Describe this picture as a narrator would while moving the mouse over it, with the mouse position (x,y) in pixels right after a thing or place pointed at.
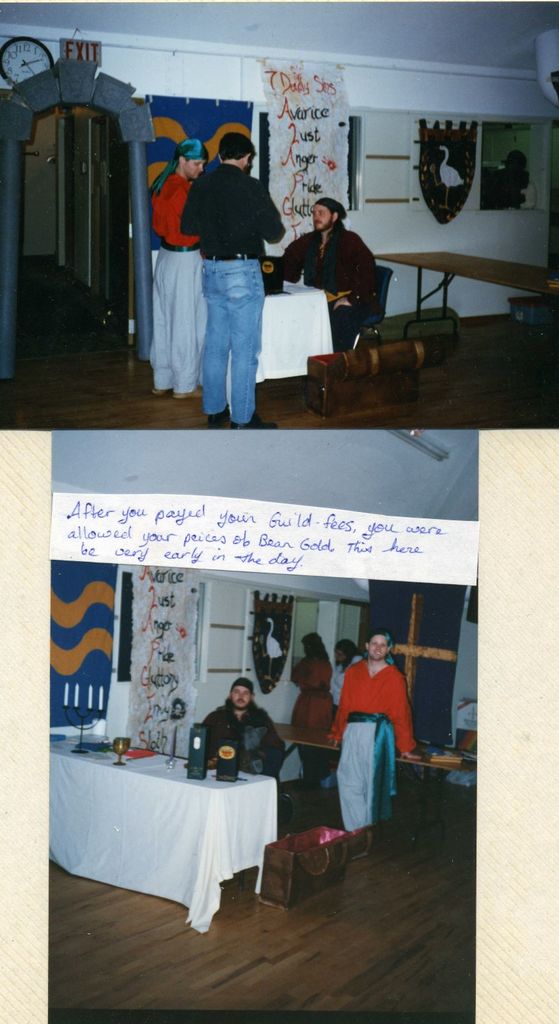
Collage picture. On the top of the picture (88,53) we can able to see clock (53,67), exit board (81,54), posters (188,129), shield (456,169) and mirror (522,170) on wall (488,93). These two persons (178,218) are standing. In-front of them there is a table (277,321), on this table (288,308) there is a cloth (288,308) and box (280,291), In-front of this table (284,297) a person (328,260) is sitting on a chair (379,275). Beside this person (364,290) there is a box (393,358) on floor (394,410) and the second image we can able to see banner (166,645), shield (262,634) on wall (274,580) and person (230,717) is sitting on chair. In-front of him there is a table (63,758), on this table (194,792) there is a cloth (156,786), candles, glass (123,749) and boxes (226,761). Far two persons (301,684) are standing. Beside this man (243,726) another person (363,725) is also standing. A box (342,839) on floor (338,905).
